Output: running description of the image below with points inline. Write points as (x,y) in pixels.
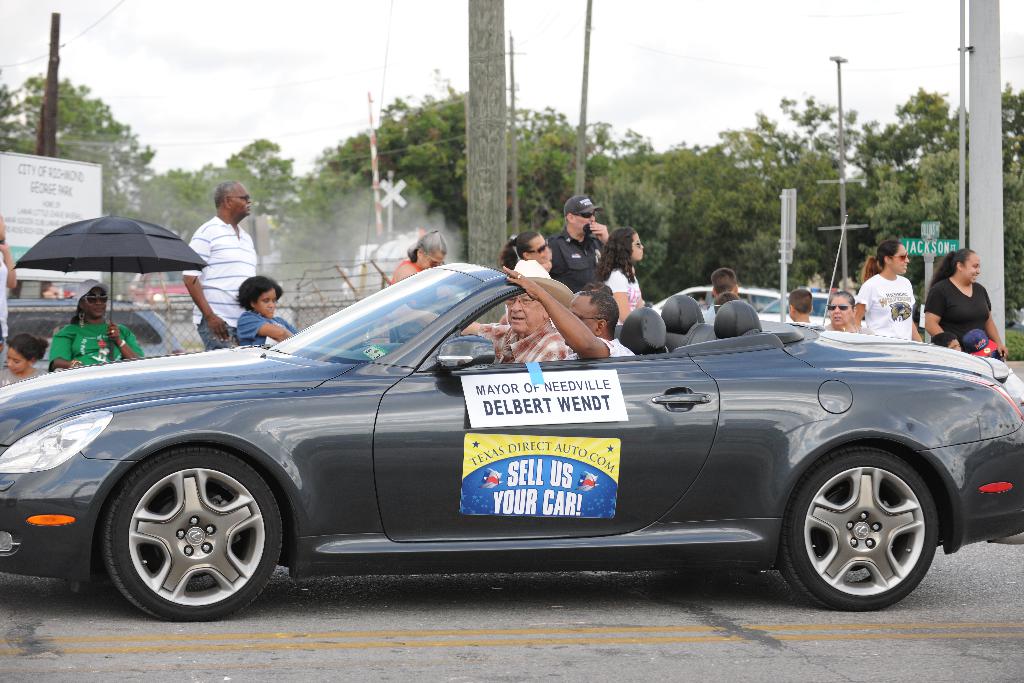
In the foreground of the image (647,372) we can see two persons (591,343) sitting inside a vehicle (515,496) parked on the ground (614,645). In the center of the image (620,245) we can see a group of people (86,347) standing on the ground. One person (99,347) is holding an umbrella (101,237) in his hand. One person (577,266) is wearing a cap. In the background (184,291), we can see a fence (179,308), a group of vehicles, group of trees (775,155), poles (964,155) and the sky (685,64).
